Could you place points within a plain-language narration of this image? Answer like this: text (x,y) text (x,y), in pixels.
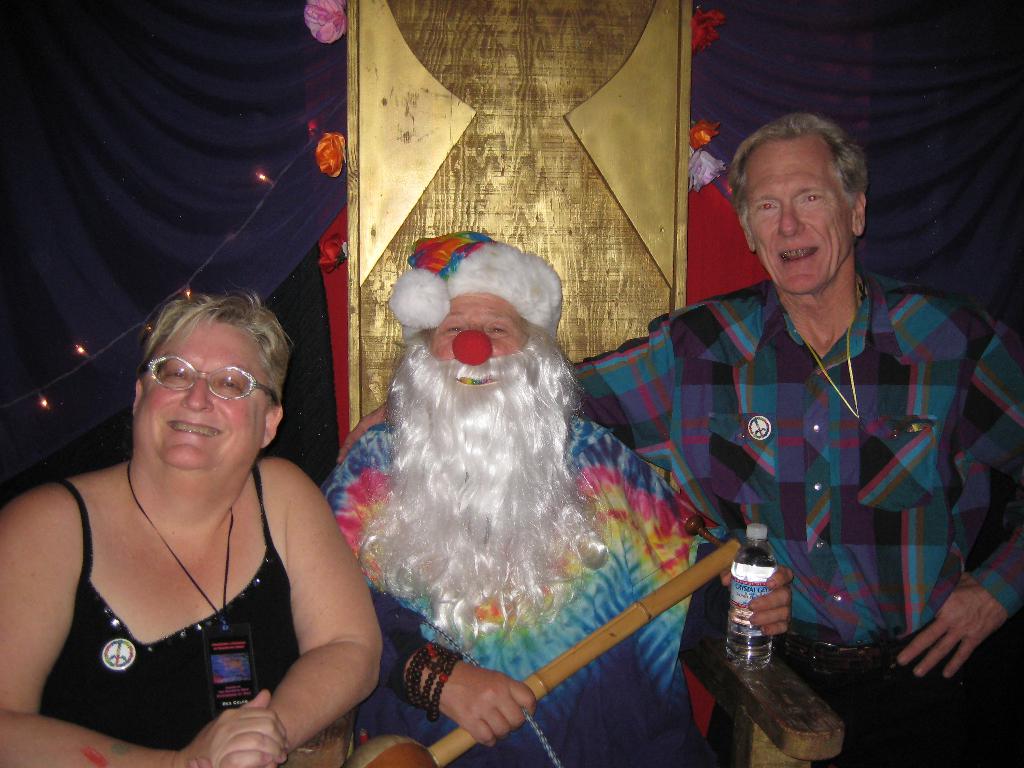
Here a person (575,567) is holding bottle (746,642) in the hand (769,607), here there are people (606,530) sitting on the chair (781,713), here there is a cable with lights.
